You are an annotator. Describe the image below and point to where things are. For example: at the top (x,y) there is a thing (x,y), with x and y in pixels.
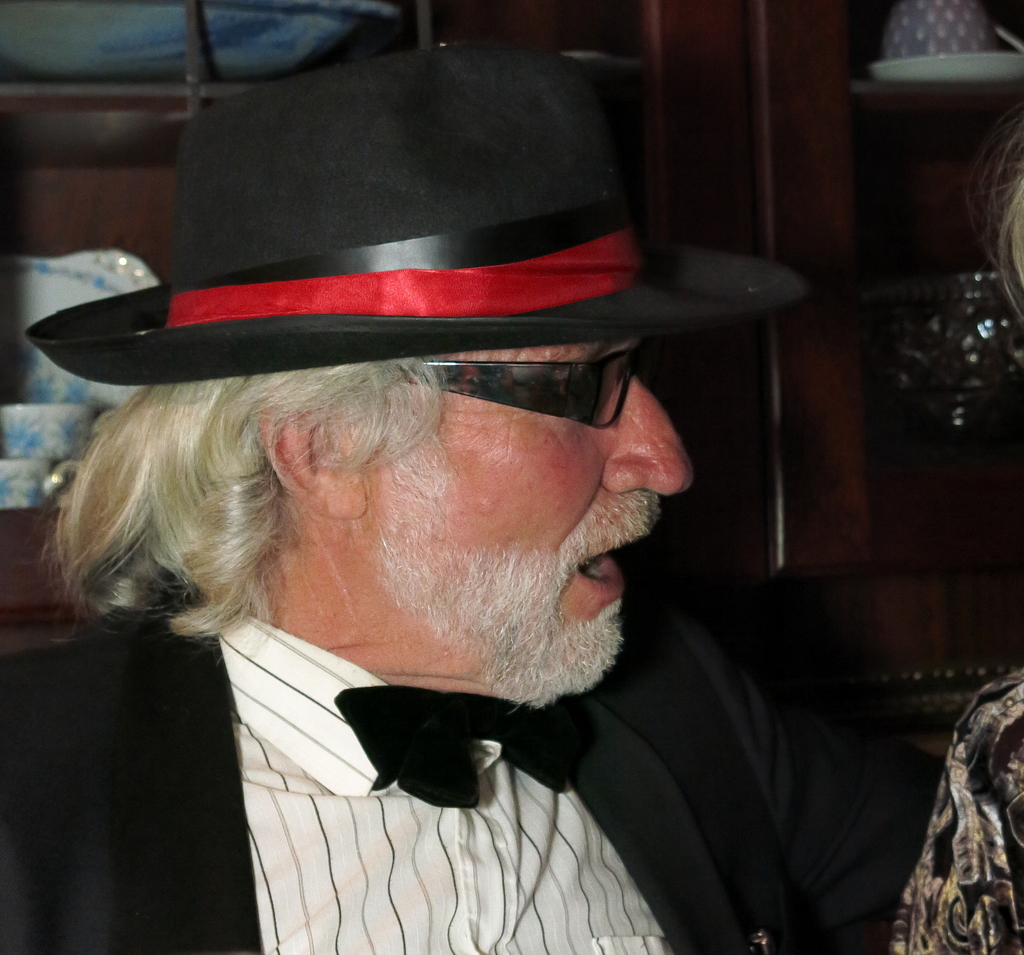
In this picture I can see a man (449,608) with spectacles (512,376) and a hat (588,211), there is another person (997,752) beside him, and in the background (43,355) there are cups (75,409), plates (43,355) and some other items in the shelf (965,157) or a cupboard (931,478).
